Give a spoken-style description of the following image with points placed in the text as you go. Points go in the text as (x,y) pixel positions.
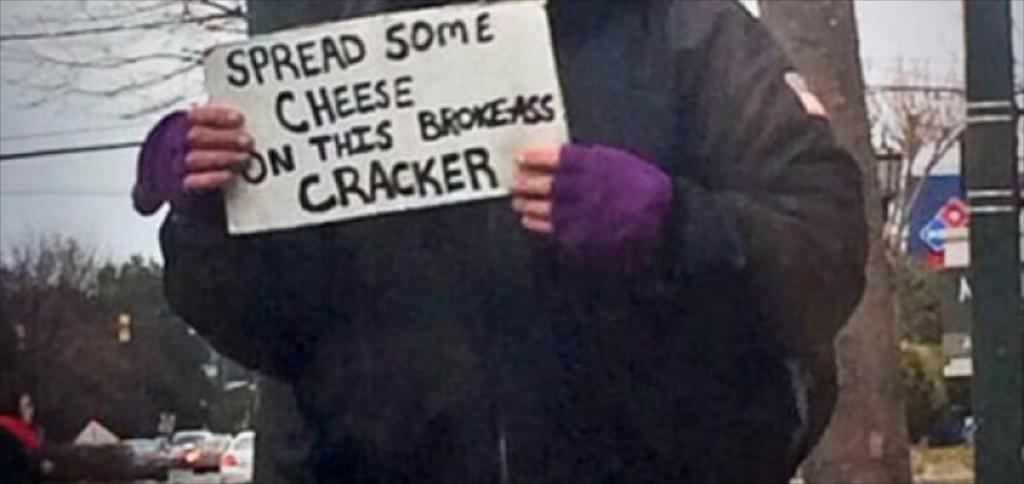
In this image I can see a person (777,393) standing and holding a board (382,144) which is in white color and the person (553,191) is wearing black color jacket (538,311). Background (233,454) I can see few vehicles (233,438), few trees (57,347) and the sky (120,107) is in white color.
